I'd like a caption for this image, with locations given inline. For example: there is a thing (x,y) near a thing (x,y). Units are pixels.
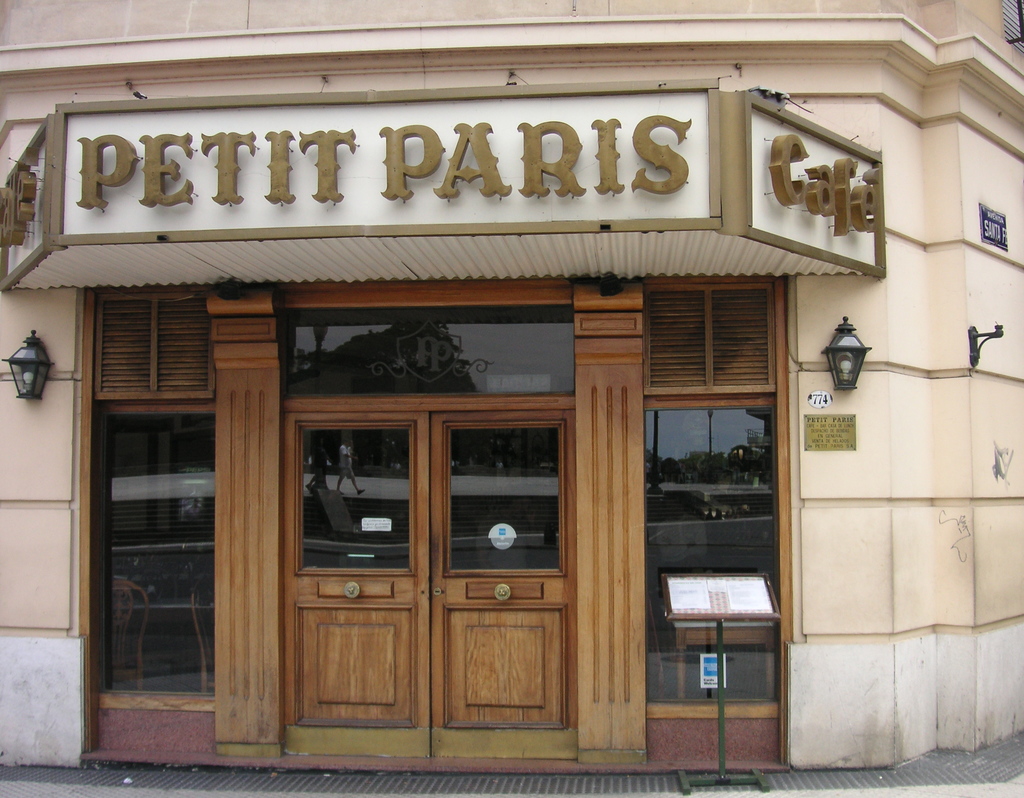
In this picture we can see a stand (742,583) on the floor (198,789), doors (402,569), wall (57,369), lamps (31,373), name boards (737,198) and some objects (1019,45).
